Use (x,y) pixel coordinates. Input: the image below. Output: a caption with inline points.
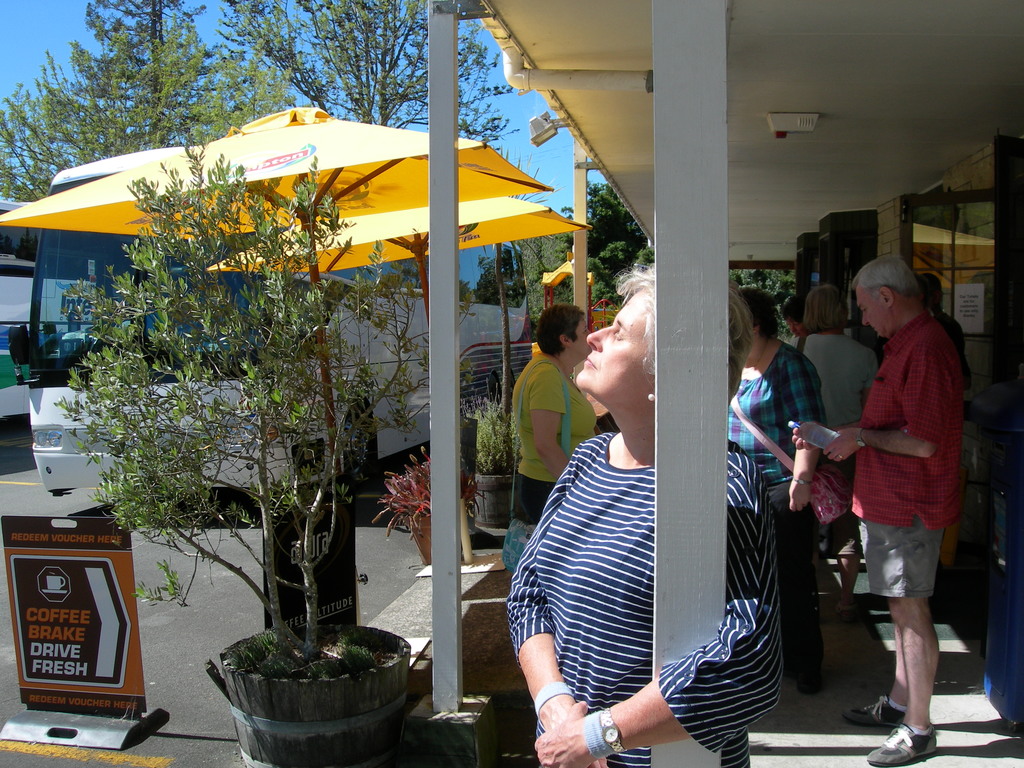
This picture describes about group of people (928,416), they are standing under the roof (820,118), in the middle of the given image we can see a woman (565,549), she is holding a pillar (656,428), in front of them we can see trees (189,201), an umbrellas (521,232), sign board (133,654) and vehicles (32,304).
